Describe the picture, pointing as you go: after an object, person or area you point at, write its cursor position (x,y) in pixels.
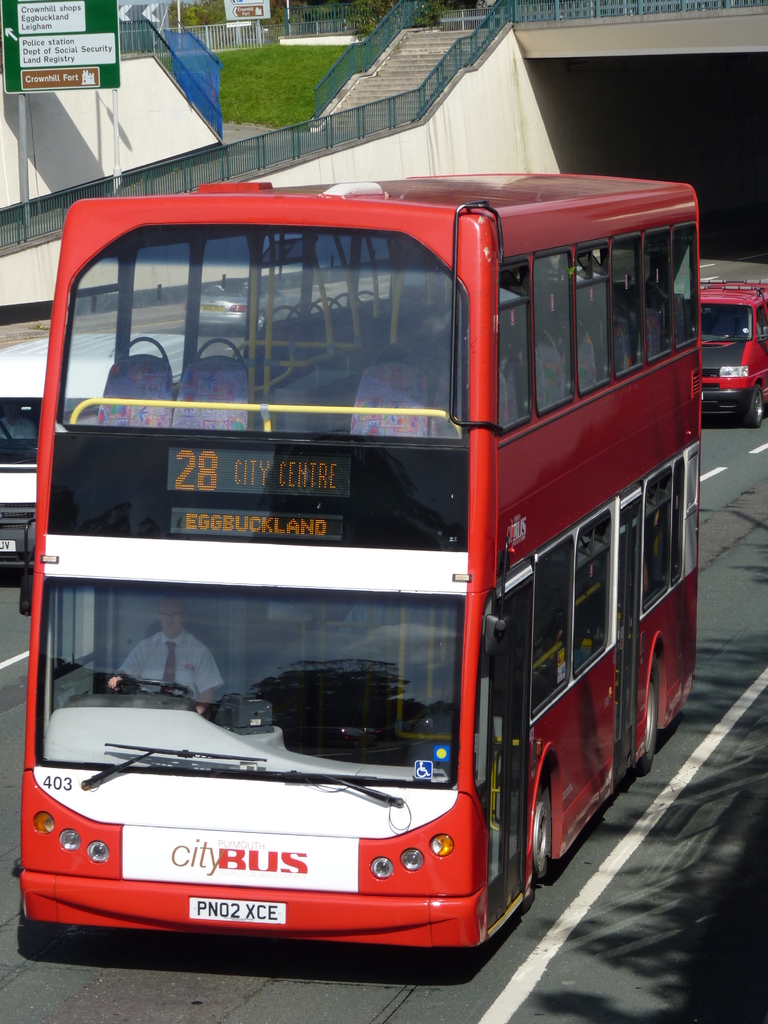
In the image we can see there are vehicles (564,455) on the road (720,586). This is a road (682,804) and white lines (662,804) on the road (662,804). These are the stairs (395,59), fence (345,65), board (9,67), grass (305,107) and we can even see there is a person (172,652) sitting.
